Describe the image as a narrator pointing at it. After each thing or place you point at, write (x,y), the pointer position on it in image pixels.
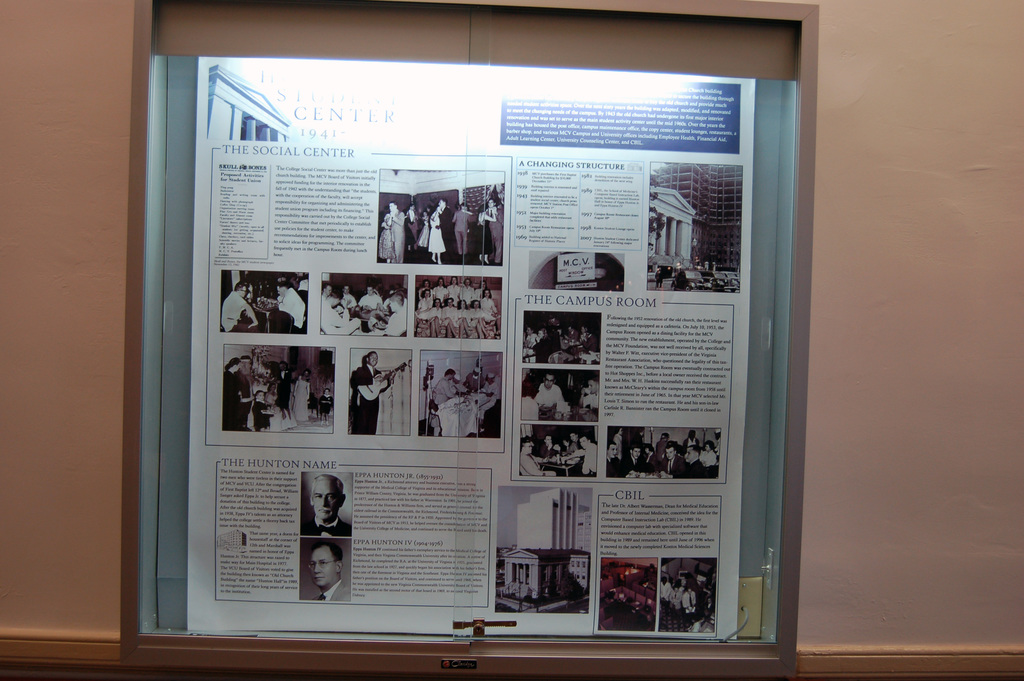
In this image there are paper clippings (405,318) in a notice board (539,372), the board (501,645) is on the wall (90,275).
